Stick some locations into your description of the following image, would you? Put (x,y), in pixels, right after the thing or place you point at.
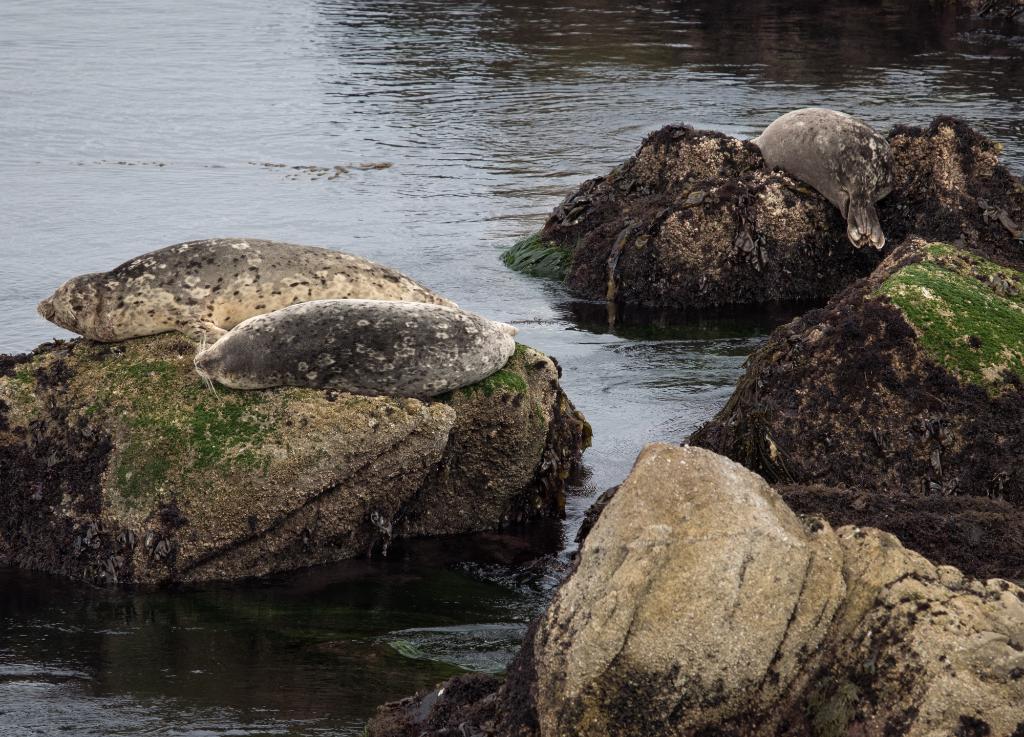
In this picture we can see river (433,115). On the bottom (585,589) we can see big stones (620,638).
